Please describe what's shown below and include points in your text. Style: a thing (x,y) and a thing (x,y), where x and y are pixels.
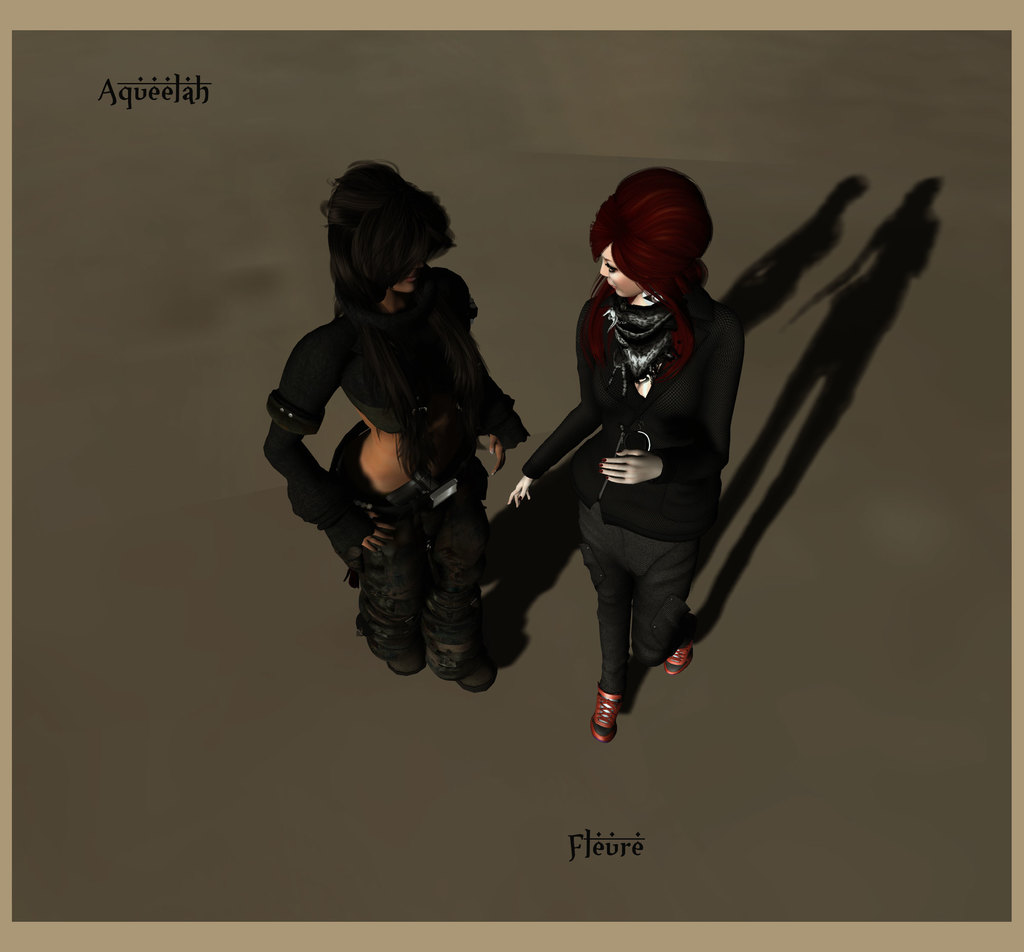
This is an animation image which consists of two people (382,168) and on the top left corner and bottom of the image (635,832) some text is written.
